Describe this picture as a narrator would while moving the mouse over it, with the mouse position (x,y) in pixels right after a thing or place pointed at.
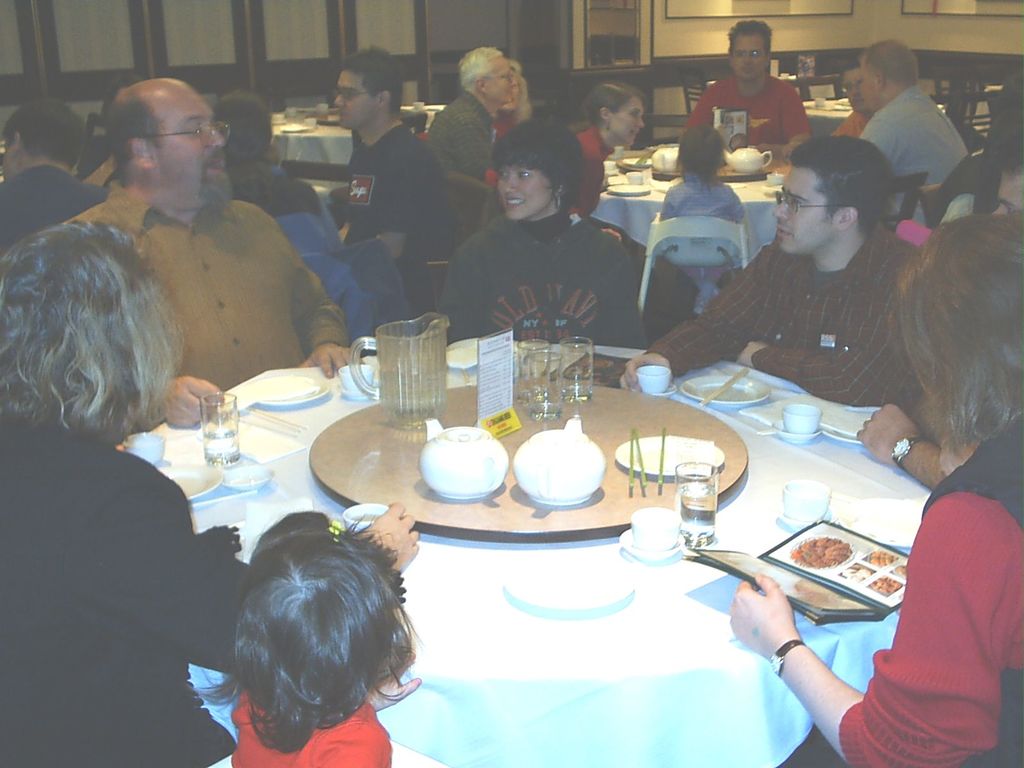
in this picture we can see a group of people (767,108) sitting on chairs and talking to each other and in front of them on table (549,684) we have glass (215,428) with water (208,440) in it, plate (299,381), teapots (429,460), jar (414,401), chopsticks (662,467), cup (793,420), saucer (783,437), menu card (813,553) and in the background (286,39) we can see wall (391,49), mirror (595,30).
